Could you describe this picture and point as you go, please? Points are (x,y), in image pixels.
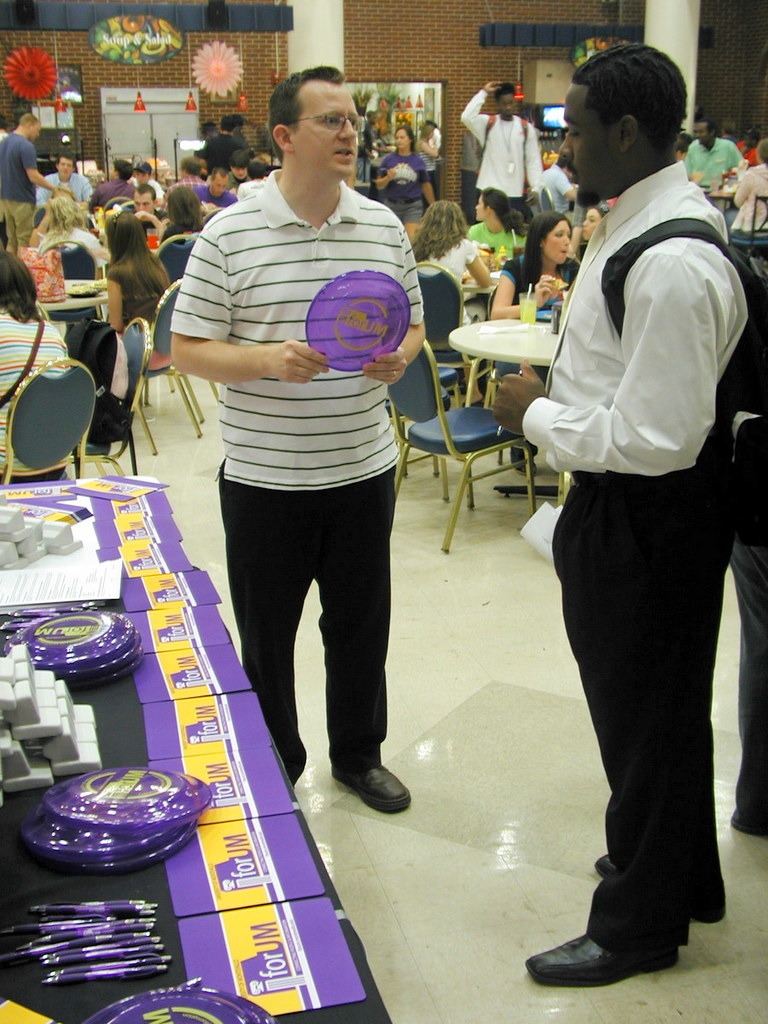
In this picture we can see persons (630,87) speaking with each other. On their left we have a table (256,782) with some pens (154,913), plates (141,832), and some notebooks (252,902) on it. In the backdrop (83,136) we find a number of people (71,201), we have a brick wall (430,45), a photograph (131,31) on it, and few people (510,220) sitting and eating.
